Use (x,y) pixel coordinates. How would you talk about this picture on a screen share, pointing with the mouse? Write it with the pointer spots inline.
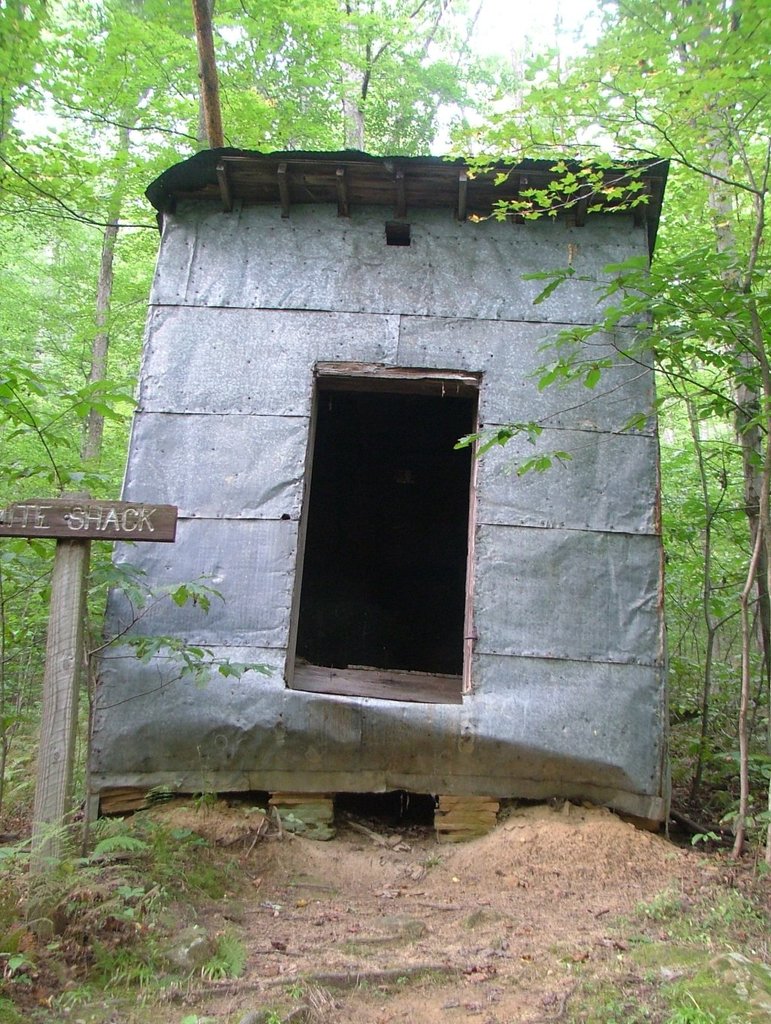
In this image I can see a shack (327,570), a board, grass (766,984), number of trees (705,692) and on this board (176,517) I can see something is written.
